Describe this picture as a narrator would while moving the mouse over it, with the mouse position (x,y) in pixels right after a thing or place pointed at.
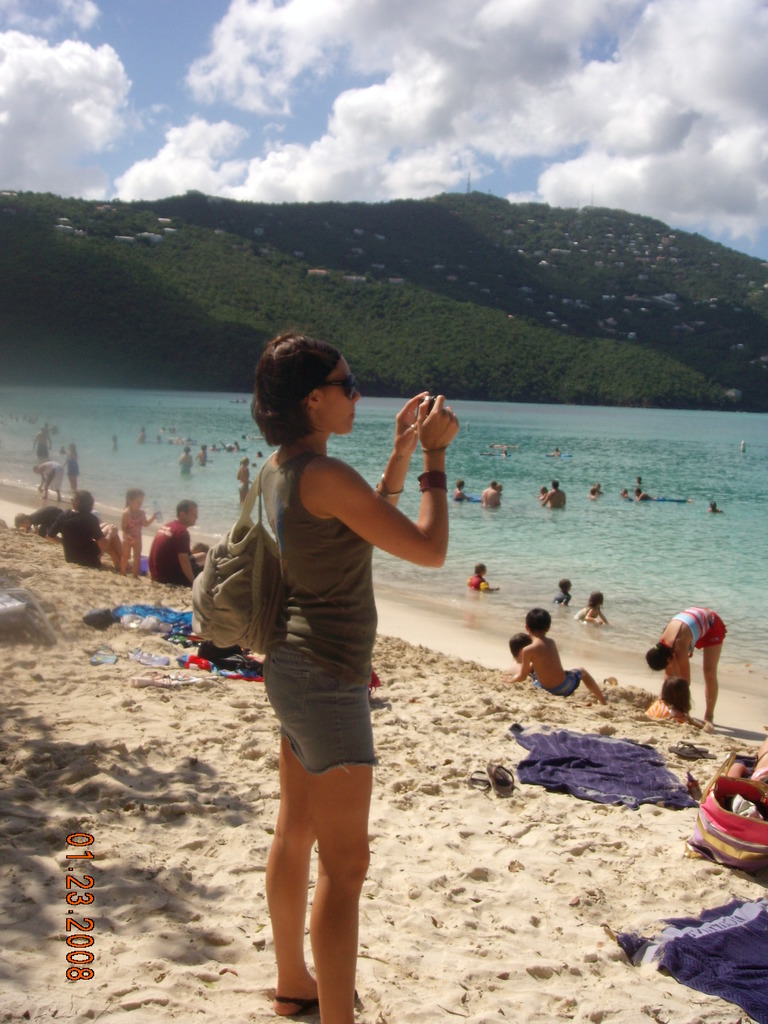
This image is taken in the beach (651,673). We can see many people (168,528). In the center (338,530) there is a woman (293,569) capturing photographs. In the background (142,350) there is a mountain (391,257) with full of trees (557,345). At the top (194,87) there is sky (218,38) with clouds (492,62) and at the bottom (468,875) there is sand (510,961).
